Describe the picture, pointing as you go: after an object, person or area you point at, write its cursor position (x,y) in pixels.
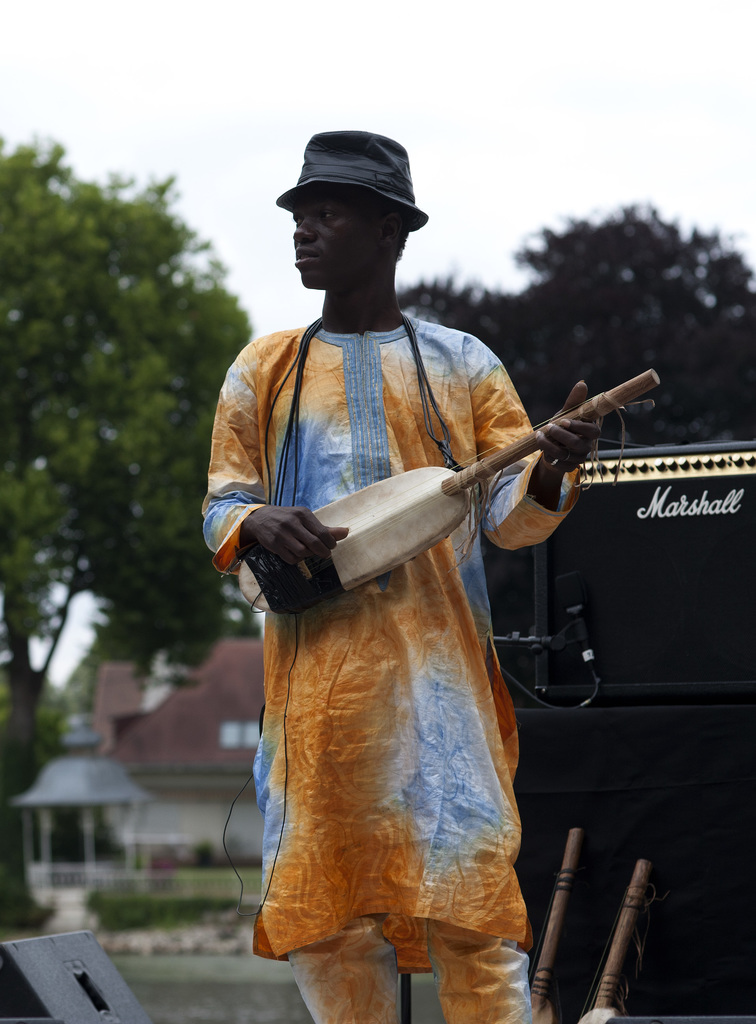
In the center of the picture (267,462) there is a person (277,749) standing wearing a hat (345,177) and playing a musical instrument (441,518). On the right (660,652) there are speakers (630,694) and other musical instruments (635,906). The background (44,373) is blurred. In the background (119,400) there are trees (146,487) and buildings (159,746).
